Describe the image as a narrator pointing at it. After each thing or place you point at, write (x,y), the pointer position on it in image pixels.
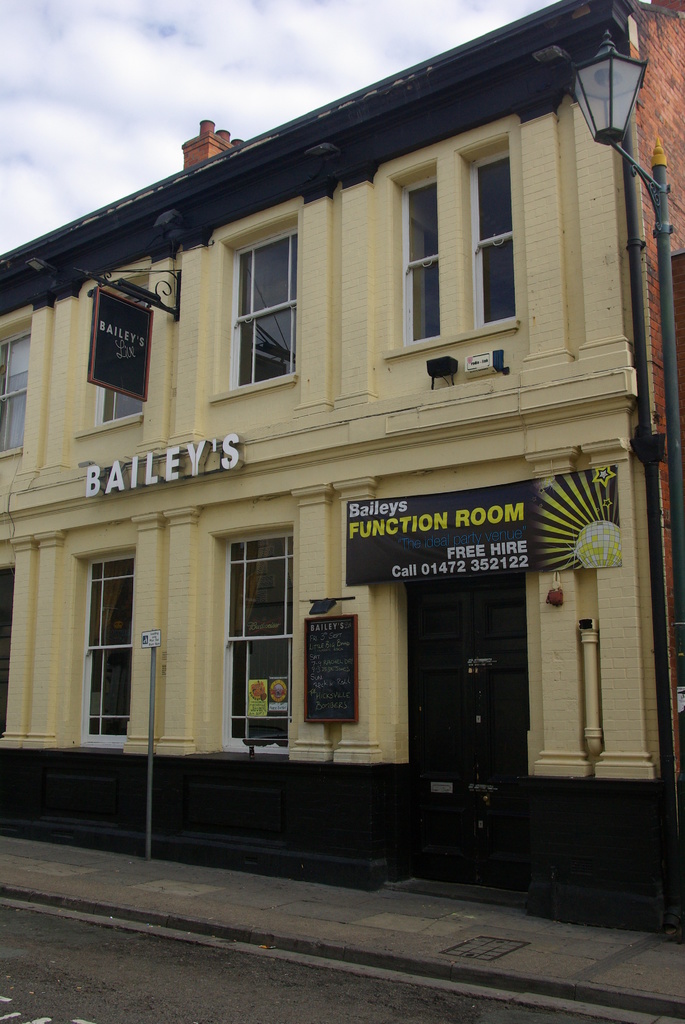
In this image in the center (249,377) there is a building (277,567) and on the wall (209,431) of the building (196,449) there is some text (171,458) written on it and there are boards (393,498) with some text (386,525) on it. On the right side (662,273) there is a light pole (659,250) and the sky (201,76) is cloudy.
